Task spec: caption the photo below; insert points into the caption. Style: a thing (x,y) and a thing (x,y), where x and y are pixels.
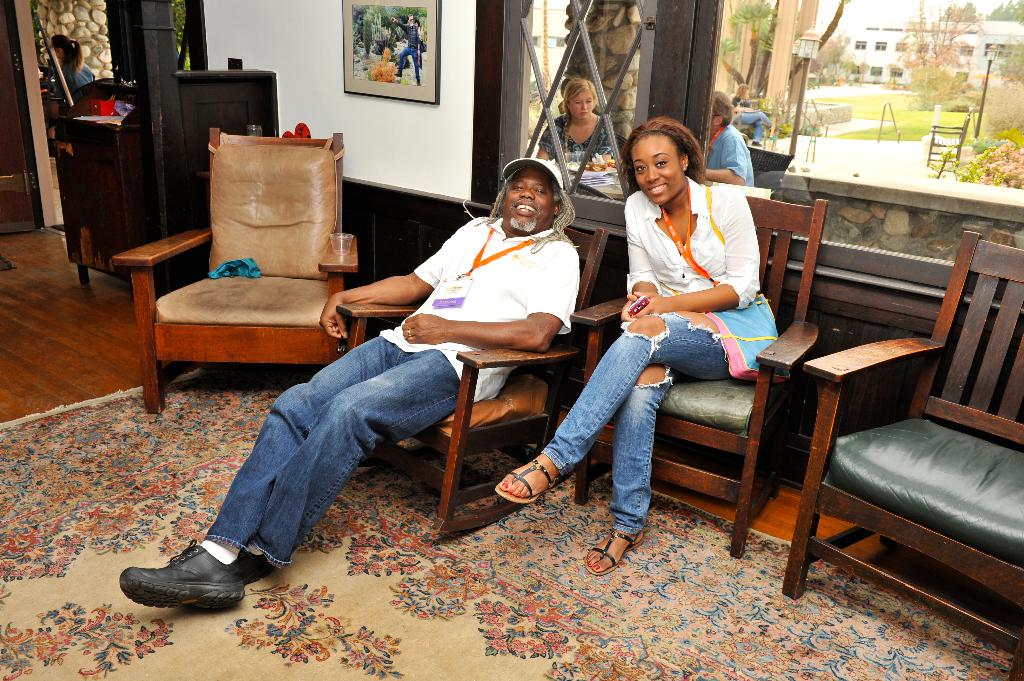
In this image I can see two people (647,279) sitting on the chair (735,435) and smiling. To the wall (406,120) there is a frame (382,64) attached. At the backside of these two people (627,236) there are two persons (724,111) sitting in front of the table (582,189) and there are some plants (916,88) and building (908,57) outside. To the left (67,61) one person (62,67) is there.
